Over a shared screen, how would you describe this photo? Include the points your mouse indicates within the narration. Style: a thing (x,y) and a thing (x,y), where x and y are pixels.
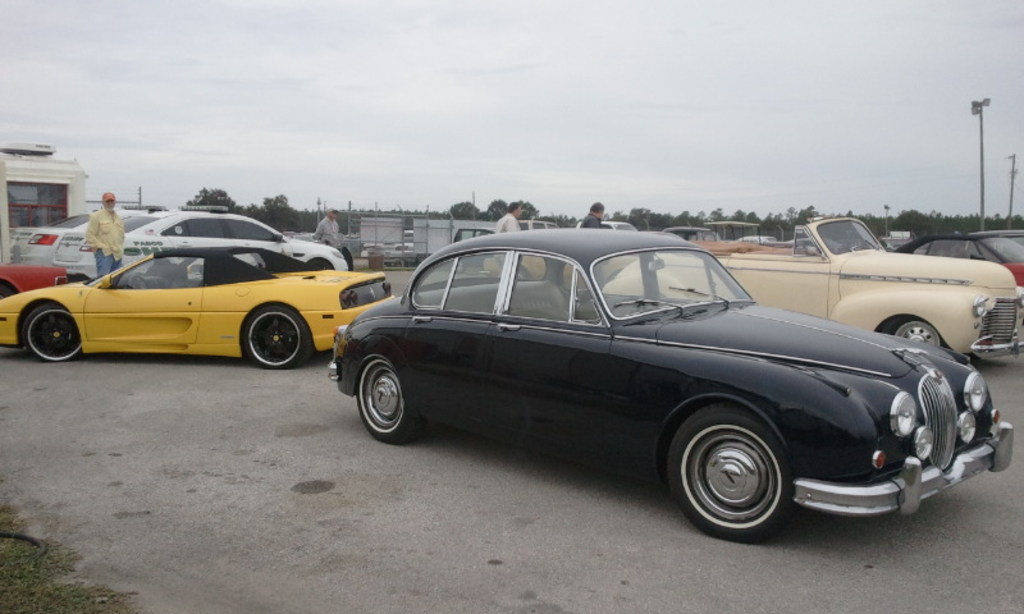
In this picture there are cars (535,246) and people (115,224) in the center of the image (499,218) and there are trees (228,204) and poles (980,102) in the background area of the image (246,208).
